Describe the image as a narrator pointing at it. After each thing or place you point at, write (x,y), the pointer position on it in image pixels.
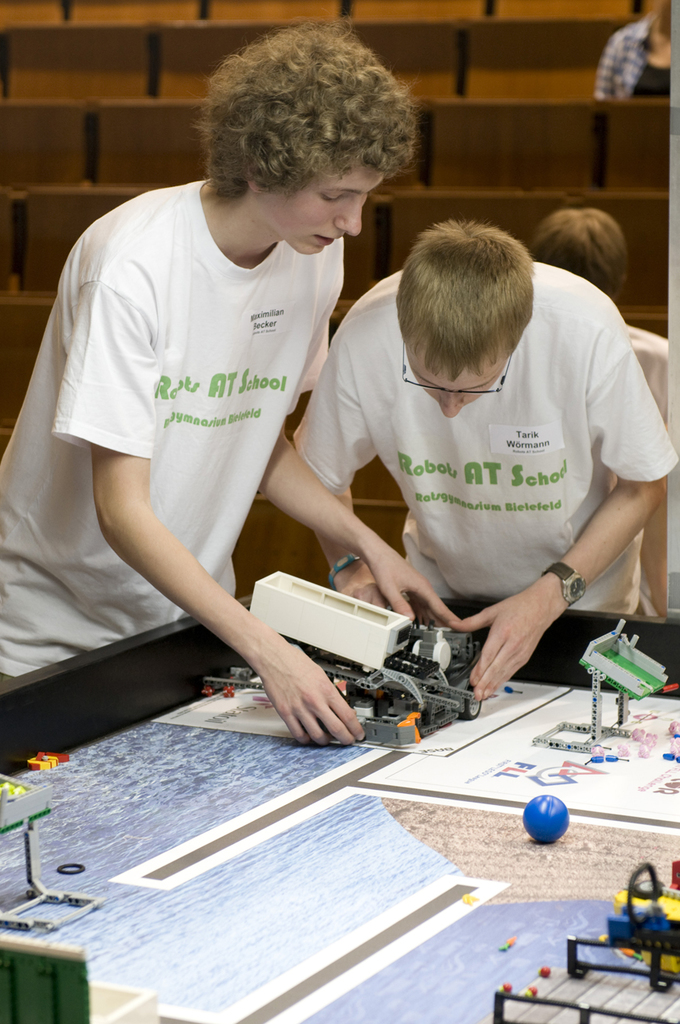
Here we can see two persons (502,362). This is a table (343,848). On the table (500,846) there is a ball (551,827) and objects (28,1017). In the background (7,271) we can see chairs (24,313) and two persons (586,246).
